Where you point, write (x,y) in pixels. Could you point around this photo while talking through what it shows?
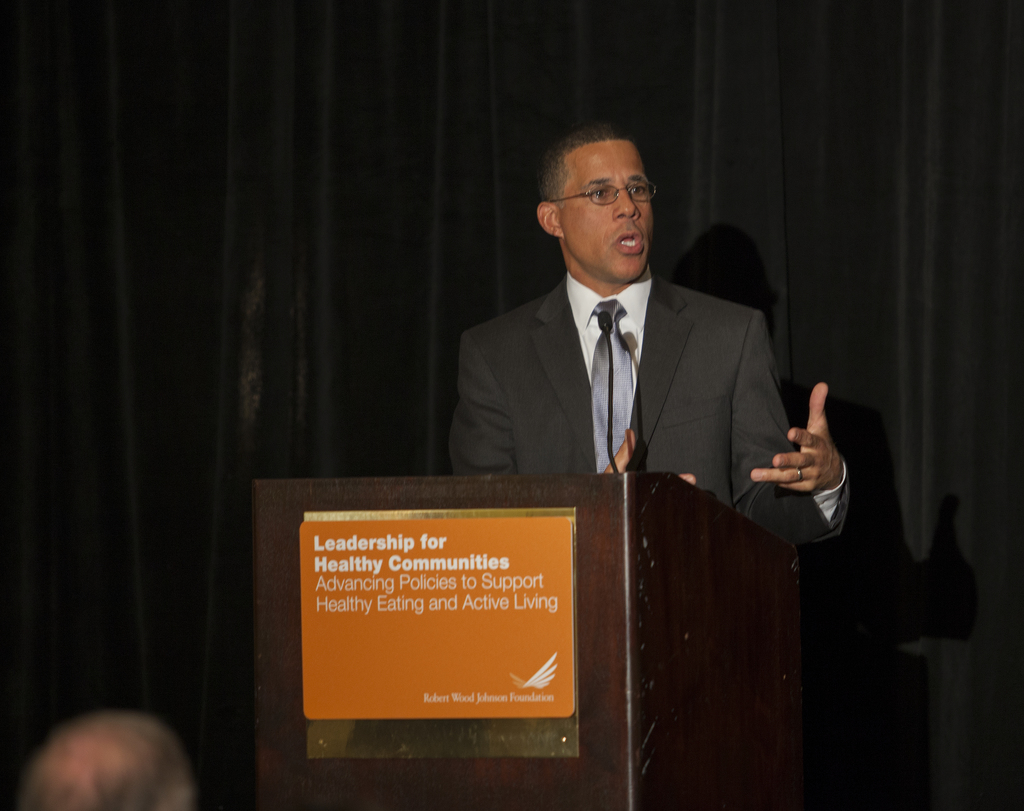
In this image I can see the person (581,361) with the dress (589,359). I can see the person (579,361) standing in-front of the podium (590,513). On the podium (596,496) I can see the mic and the board (432,600) attached. To the left (106,769) I can see one more person's head (148,758). I can see the black background (15,603).
